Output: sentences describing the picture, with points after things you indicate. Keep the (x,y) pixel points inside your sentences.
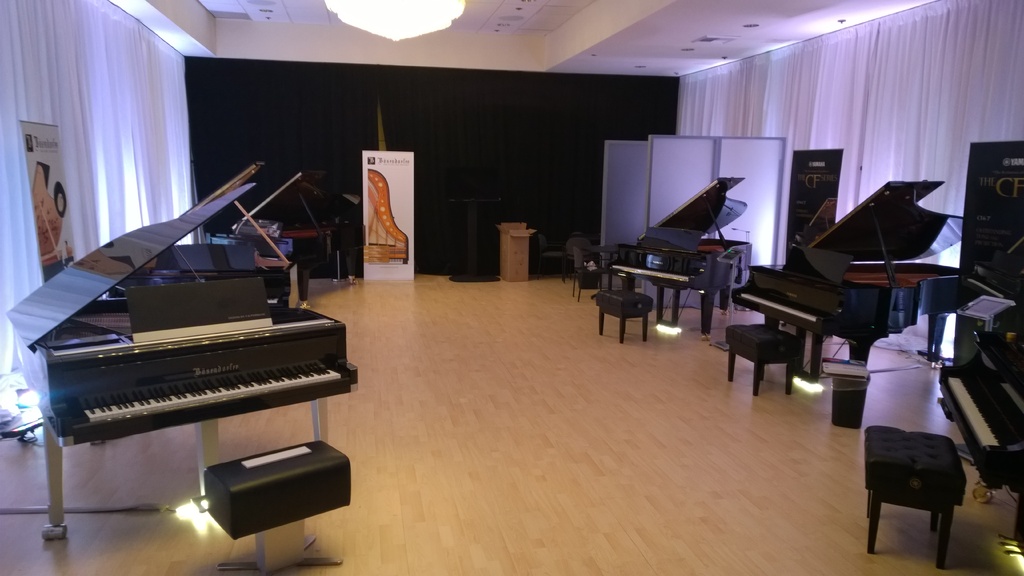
In this image I can see many musical instruments (881,211) and they are in black color. To the side of them there is a white curtain (158,120). In the back (393,254) there is a white board (396,267) and to the side there is a card board box (512,227). In the background (412,120) there is a black curtain (422,124). On the top (363,1) there is a light (348,6).
